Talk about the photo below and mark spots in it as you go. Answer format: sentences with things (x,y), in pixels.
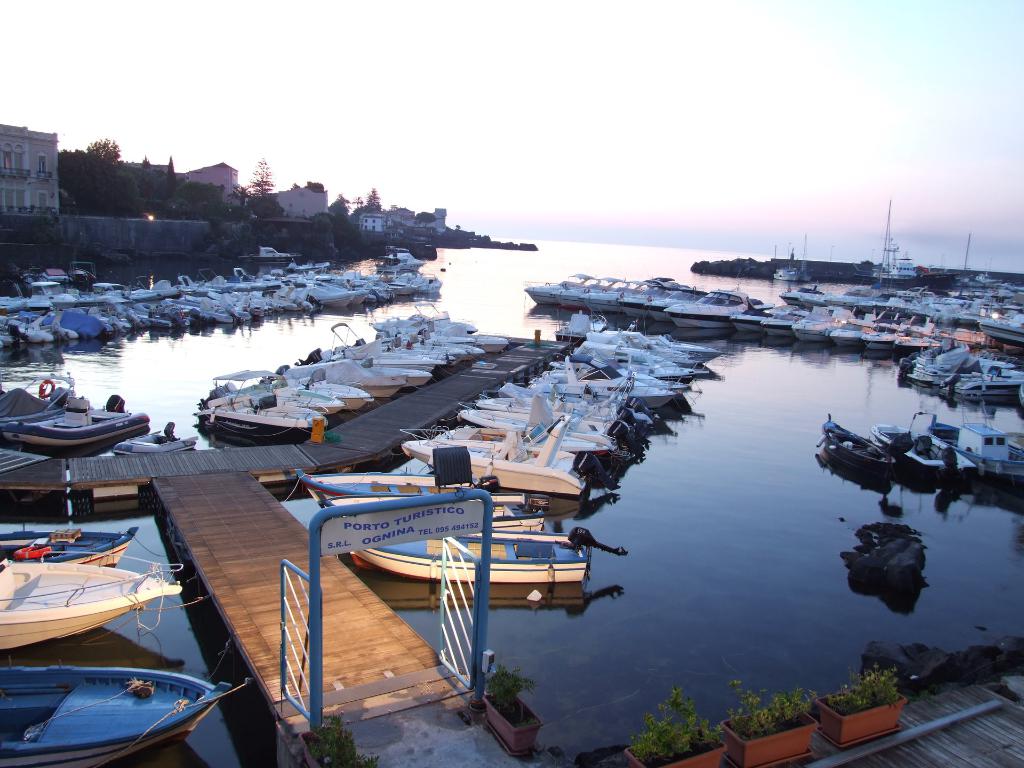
In this image there is the water (680,530). There are boats (650,382) on the water (281,336). In the foreground (237,487) there is a dock (237,516). At the bottom (767,749) there are flower pots (888,719). On the dock (366,687) there is a gate (297,601). On the gate (442,607) there is a board (378,530). There is text (392,533) on the board (373,537). In the background (26,161) there are buildings (279,204) and trees (245,235). At the top (527,103) there is the sky (681,132).
